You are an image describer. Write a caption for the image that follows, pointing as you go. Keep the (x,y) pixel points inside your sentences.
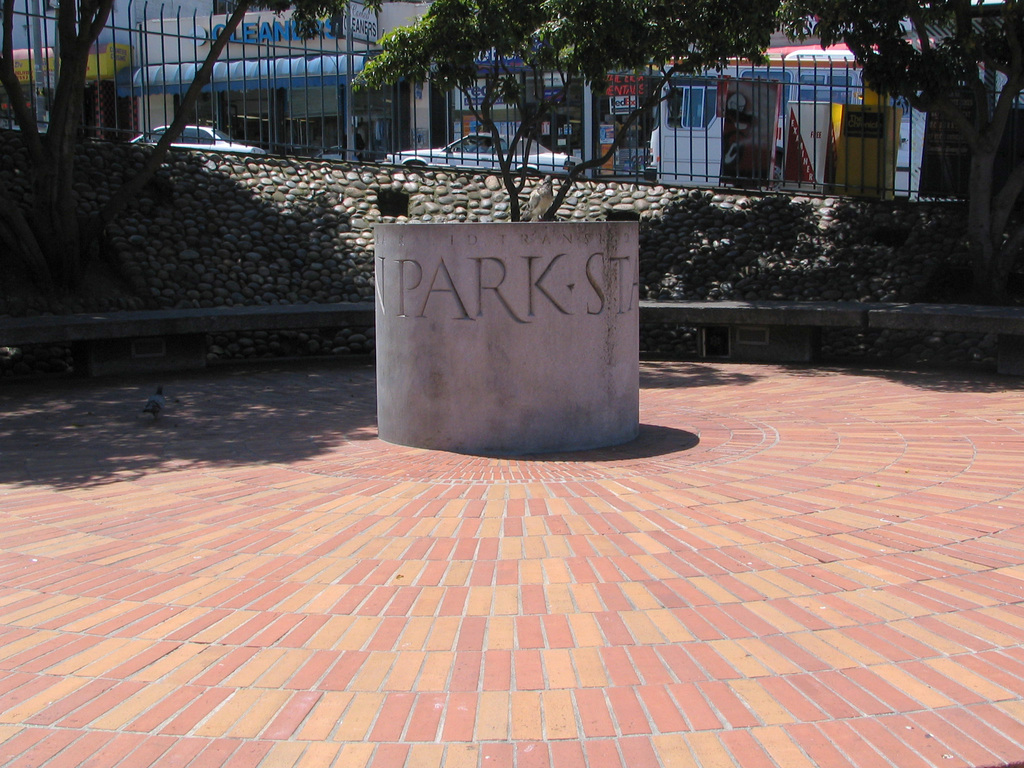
In this image I can see the rock (498,321). In the back (78,247) there are many trees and the railing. To the side of the railing (645,174) I can see few cars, boards (781,137) and the buildings (328,34).
